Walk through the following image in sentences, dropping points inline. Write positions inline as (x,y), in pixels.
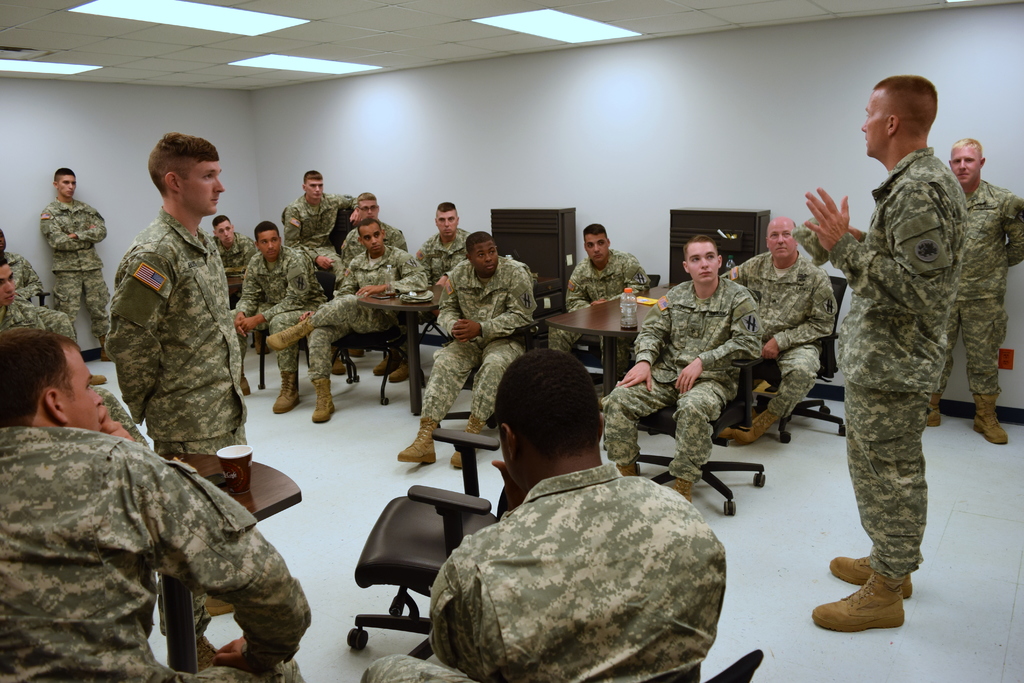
In this image i can see a number of people (692,313) sitting on chairs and few people (167,244) standing. In the background (685,136) i can see a wall (766,142), a cabinet (520,219) and the ceiling (348,32).
